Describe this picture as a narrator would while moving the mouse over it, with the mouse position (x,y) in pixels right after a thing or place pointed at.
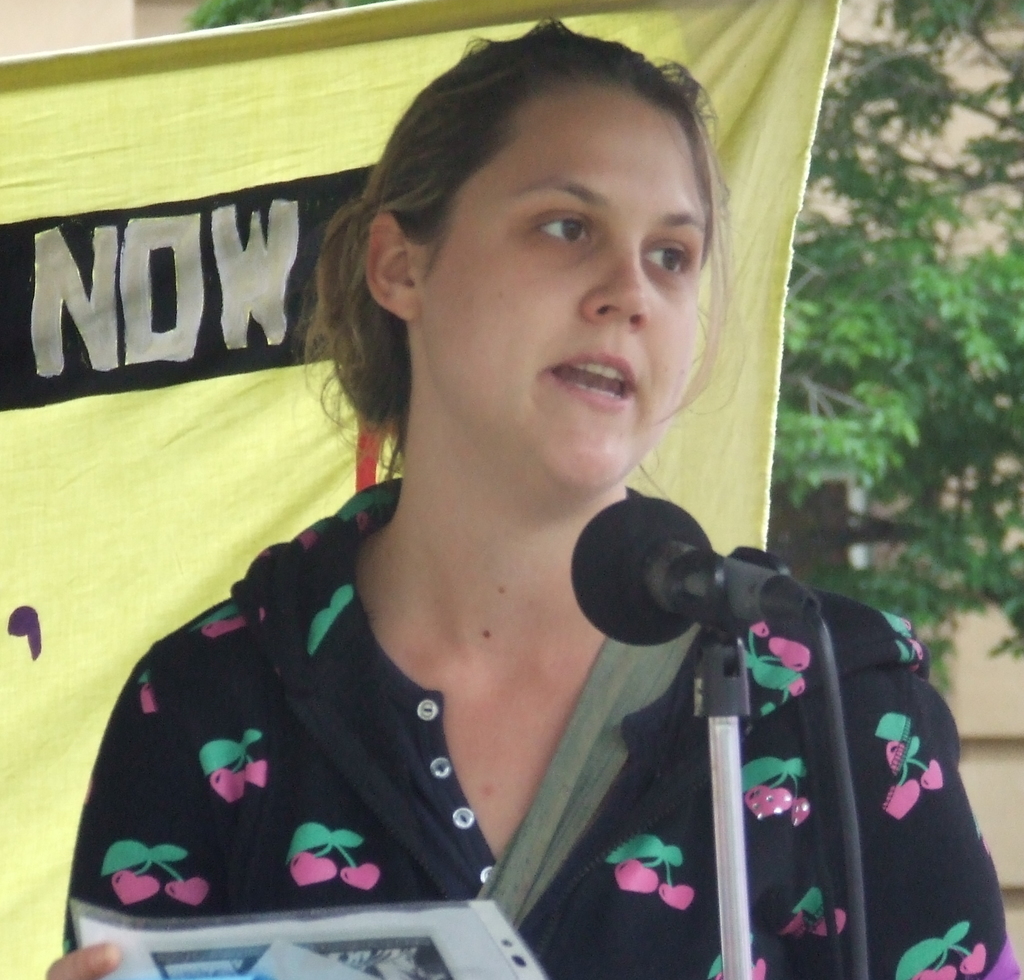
There is a woman (473,737) holding a paper (390,921), in front of this woman (571,530) we can see microphone (639,523) with stand (705,676), behind this woman (543,274) we can see banner (715,418). In the background (847,107) we can see trees (962,13).
